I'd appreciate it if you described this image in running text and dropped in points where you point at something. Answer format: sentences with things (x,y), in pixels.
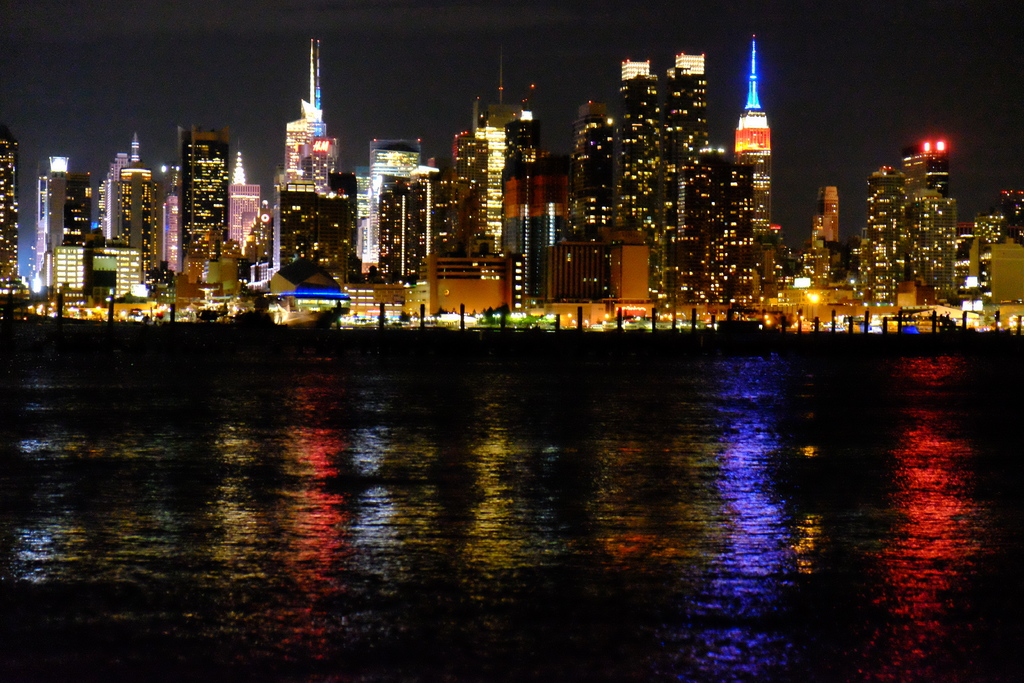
In this picture we can see the night view of the buildings (340,280) alongside the river (428,360).
